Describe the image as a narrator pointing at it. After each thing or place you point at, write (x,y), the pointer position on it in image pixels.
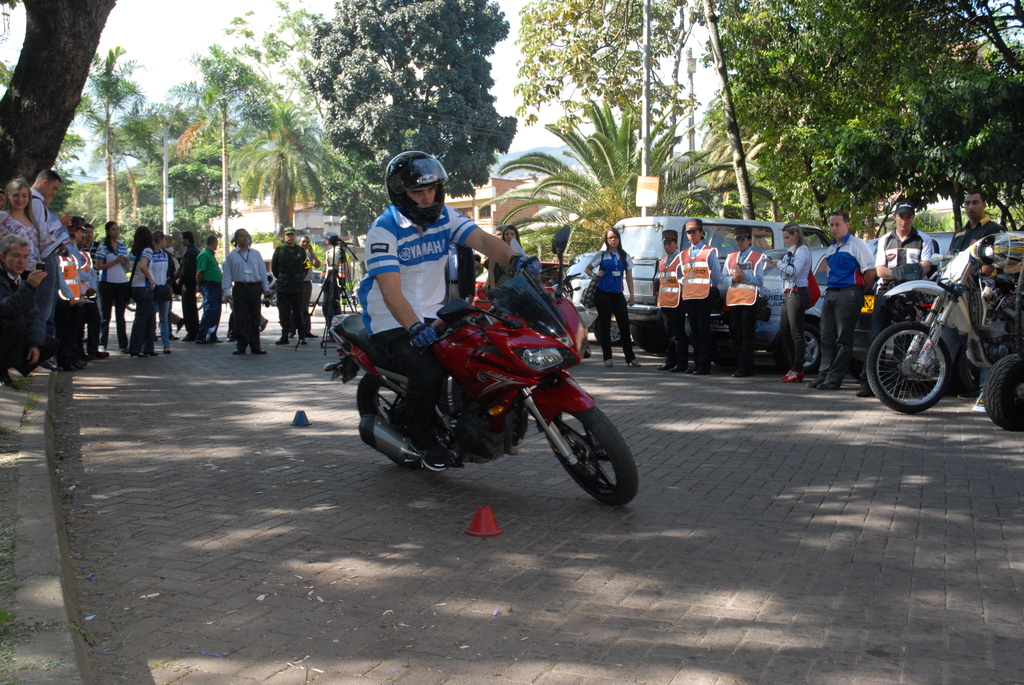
In this image there is a man (420,343) riding the bike (458,398) on the road (561,526). In the background (139,260) there are people (696,245) standing on the road (745,430) and watching. On the left side (197,63) there are trees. On the left side (32,475) there is a foot path (21,451) on which there are people (26,191) and a tree (25,101) behind them.
